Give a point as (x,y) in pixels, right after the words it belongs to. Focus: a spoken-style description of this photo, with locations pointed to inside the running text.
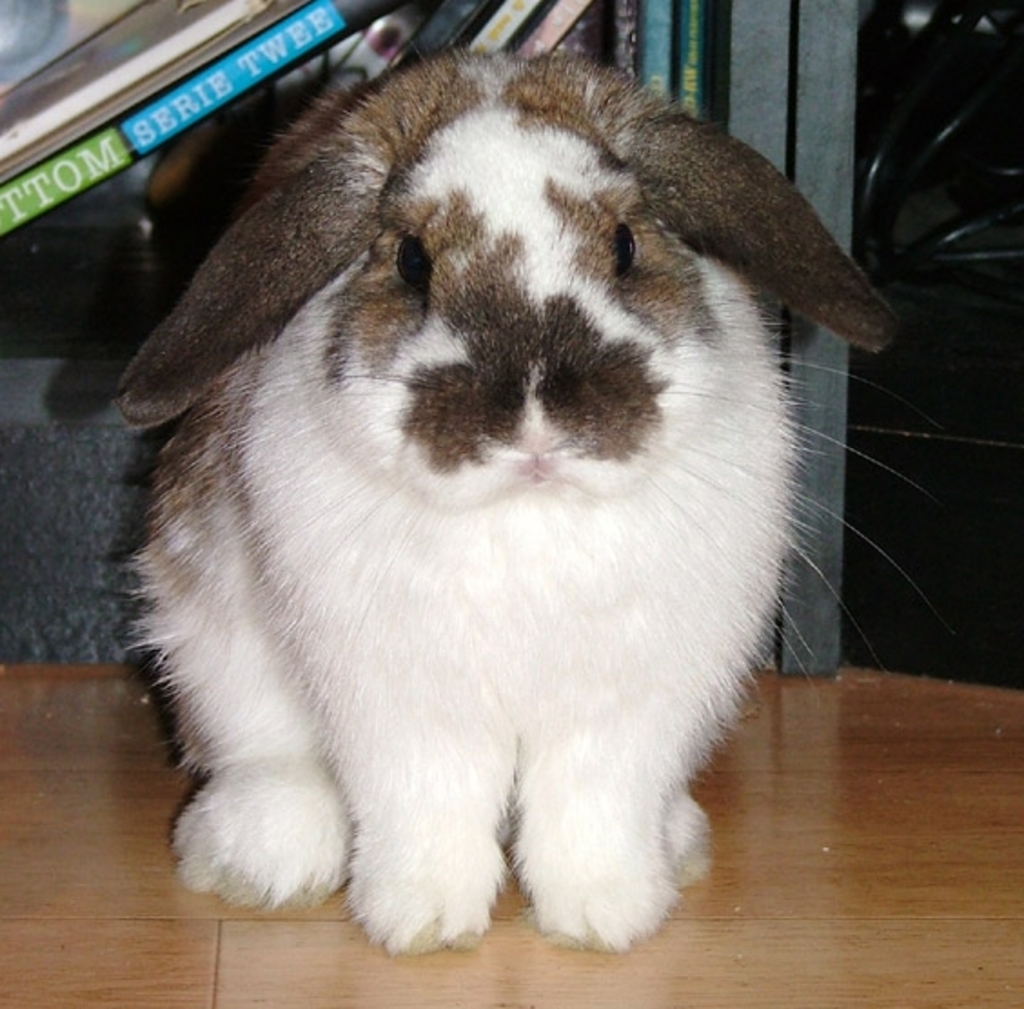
In this image I can see a white color rabbit (508,639) on the floor (343,969). At the back of it I can see few books (156,54) in a rack (105,360).
